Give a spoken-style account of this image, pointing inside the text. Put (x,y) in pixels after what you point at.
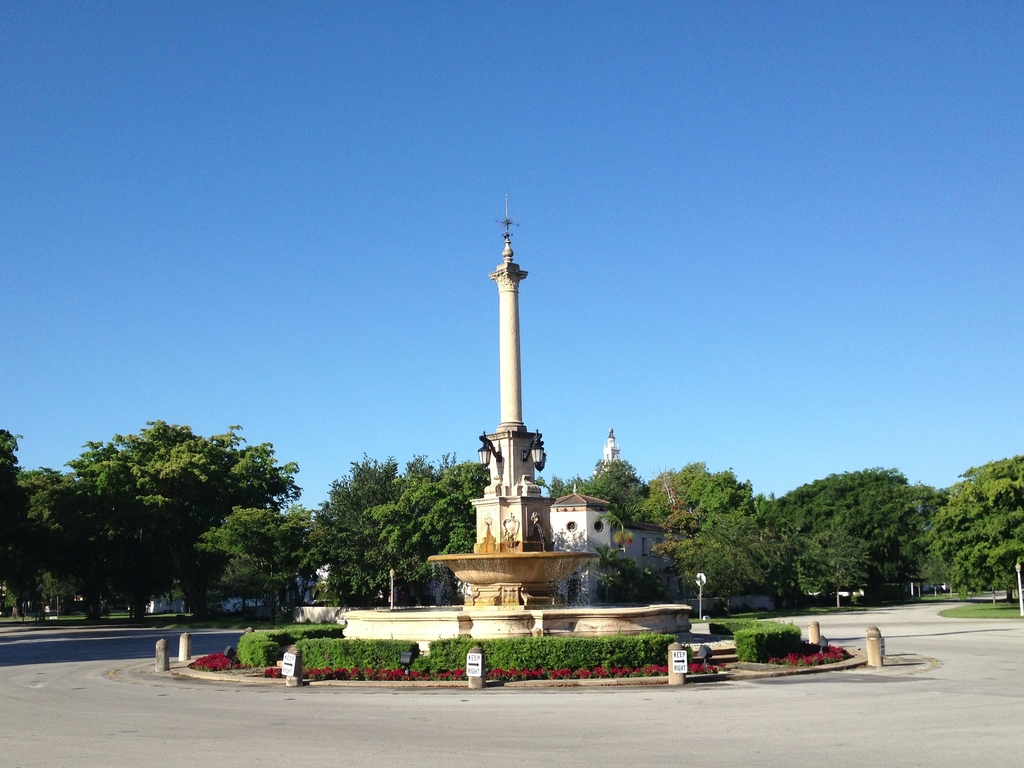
This image consists of a fountain (490,587) around which there are small plants (650,669). In the background (135,558), there are trees (646,509). At the bottom (461,736), there is a road (471,727). At the top (407,108), there is a sky (549,96).
